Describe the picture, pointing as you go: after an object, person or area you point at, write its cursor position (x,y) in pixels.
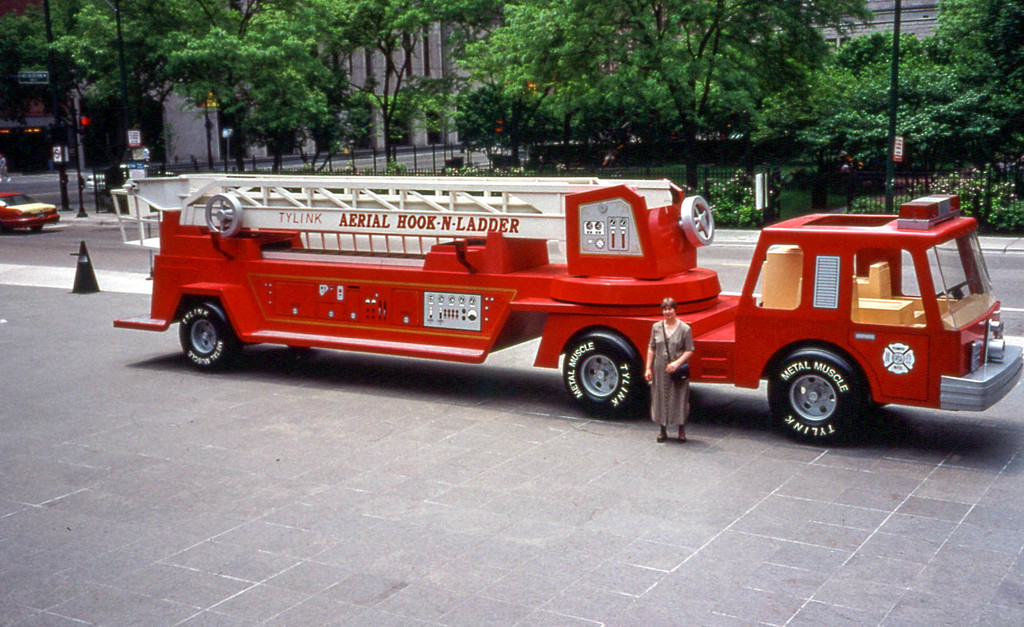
It's a fire engine (601,269), here a woman (676,356) is standing, she wore dress (668,345), these are the trees (584,80).
